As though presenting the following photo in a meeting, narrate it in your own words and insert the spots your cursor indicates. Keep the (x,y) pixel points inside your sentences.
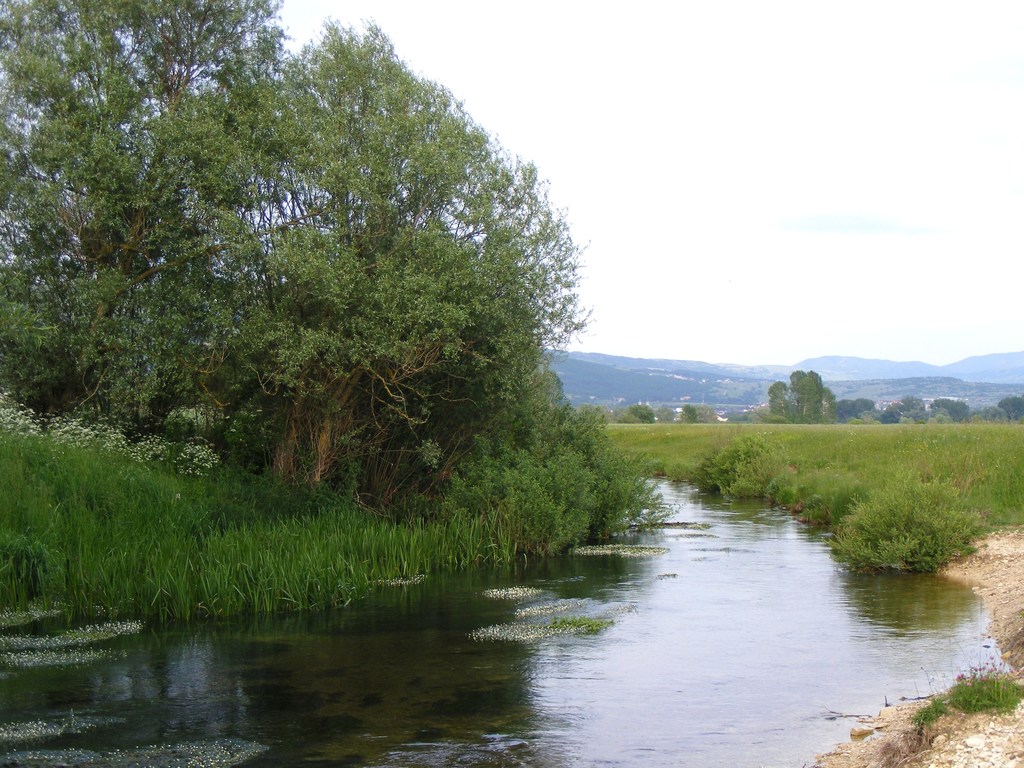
In this image I can see the water (539,680), the ground (861,450), few plants (893,502) which are green in color, few trees (294,343) which are green in color and in the background (846,378) I can see few mountains (803,364) and the sky (622,181).
